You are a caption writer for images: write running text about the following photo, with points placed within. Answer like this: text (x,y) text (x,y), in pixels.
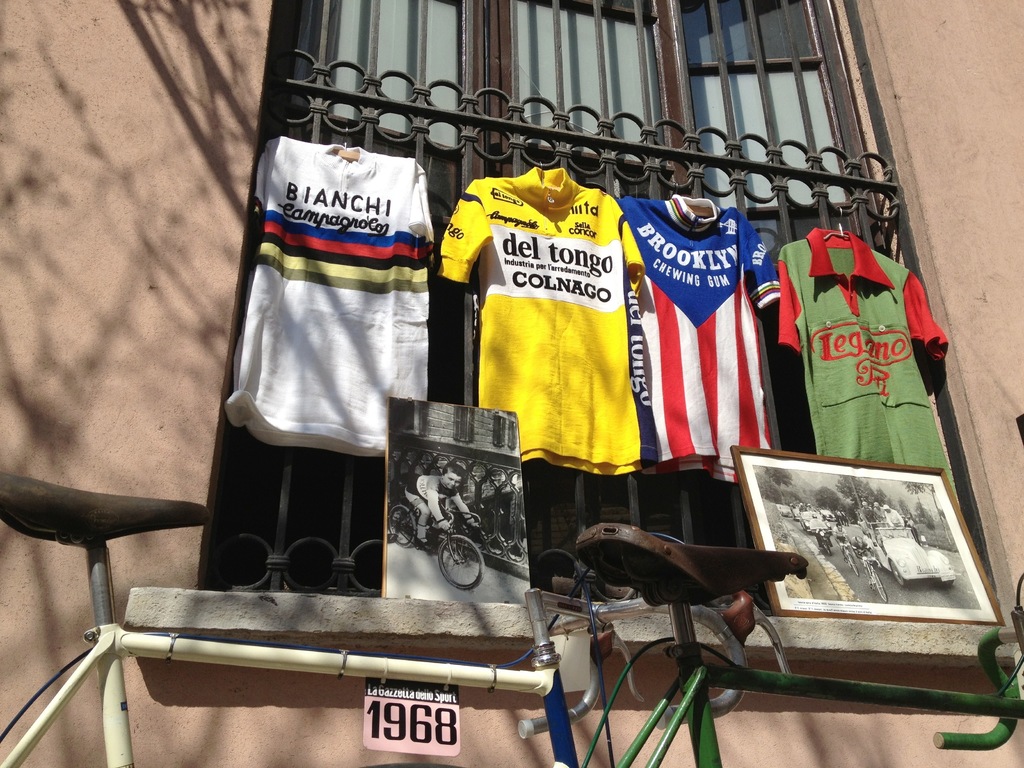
In this picture we can see photo frames (518,492), t-shirts (544,444), bicycles (738,613), window (662,85), wall (969,79) and some objects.
